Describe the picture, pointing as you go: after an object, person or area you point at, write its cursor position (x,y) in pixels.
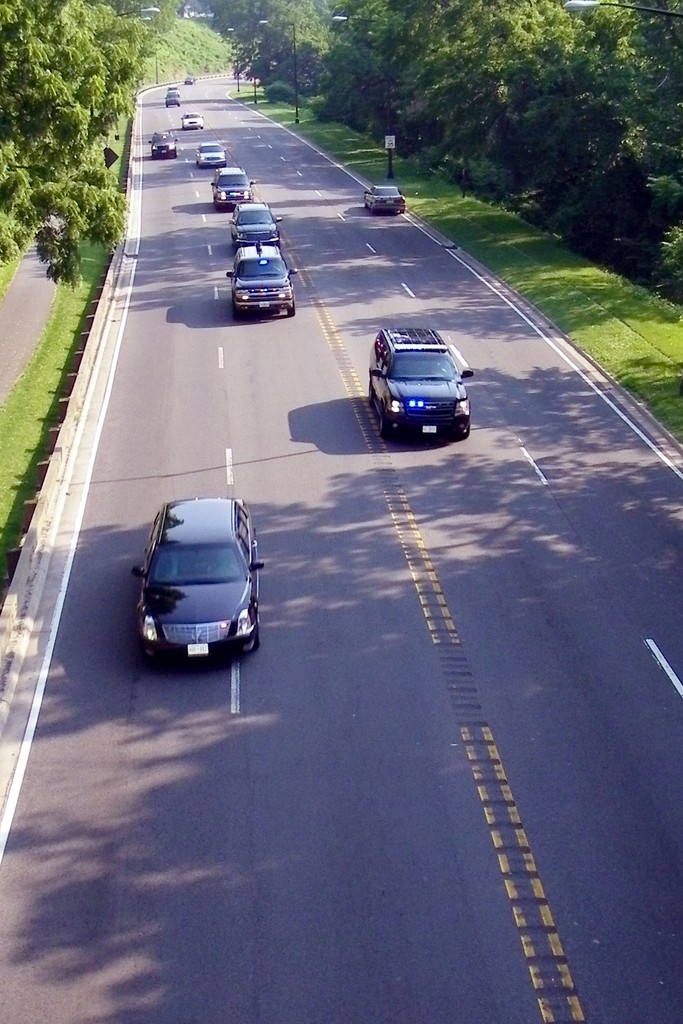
In this image at the bottom (195,717) there is a road (198,705) on the road (331,730) there are some cars (406,417), and on the right side (584,281) and left side (40,386) there are some trees (637,140), grass (37,376) and some poles (296,115).
